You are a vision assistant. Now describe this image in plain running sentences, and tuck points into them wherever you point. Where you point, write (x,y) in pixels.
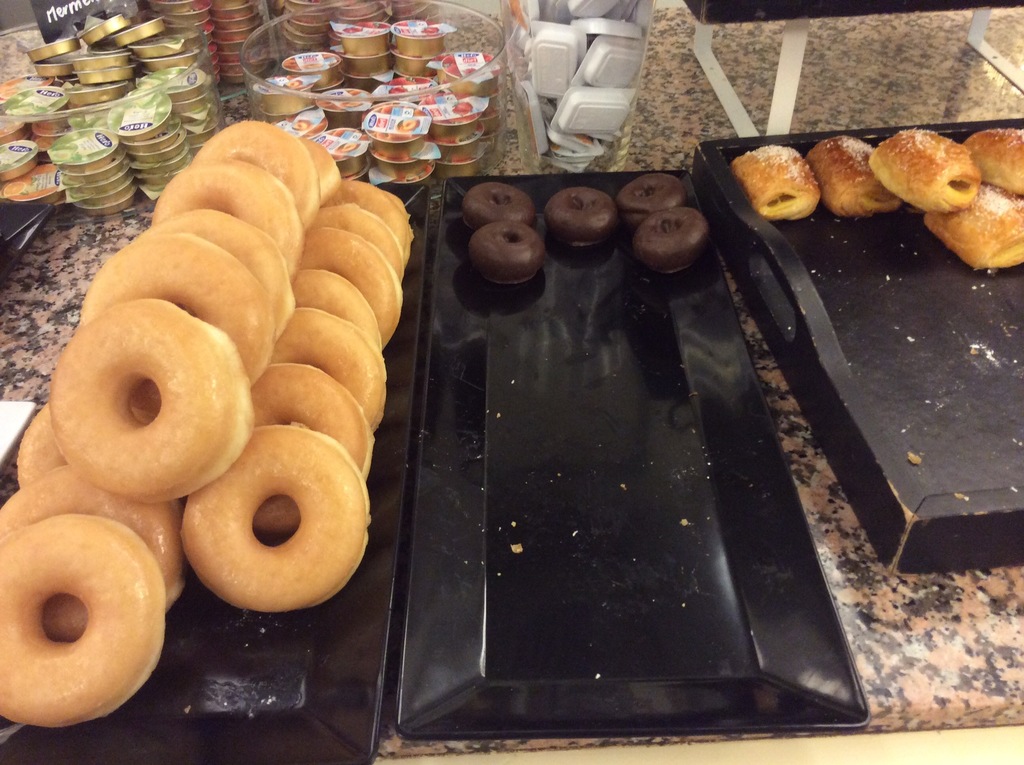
In this image we can see some doughnuts (364,501) and puffs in the trays (762,621) which are placed on the surface (939,647). We can also see some cups (355,96) and packets (569,109) inside the glass containers (521,77).
